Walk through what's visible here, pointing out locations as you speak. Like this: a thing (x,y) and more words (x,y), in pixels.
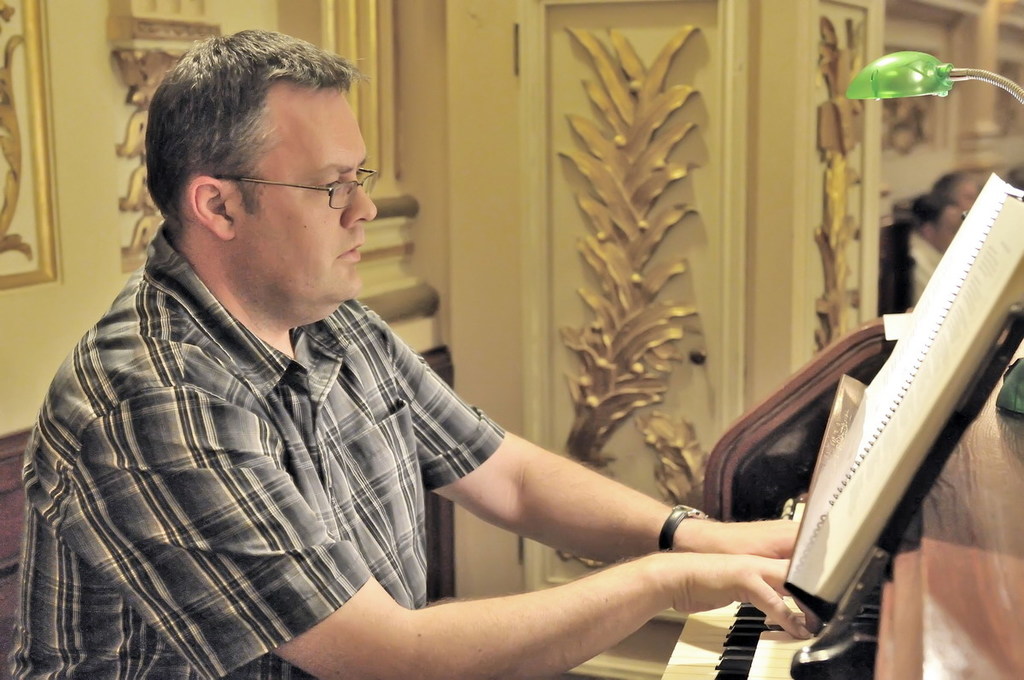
The person (222,516) is sitting and playing piano (758,616) and there is a book (901,406) in front of him.
